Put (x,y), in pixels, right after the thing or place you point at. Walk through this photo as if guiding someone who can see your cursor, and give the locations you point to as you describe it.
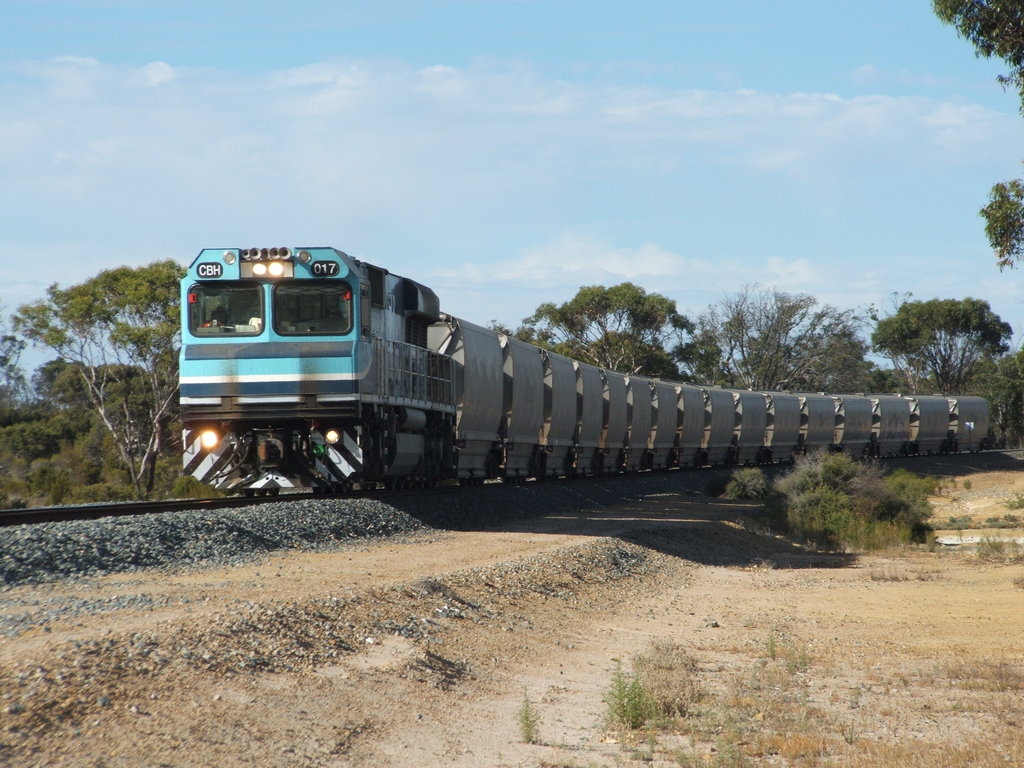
In this picture there is a blue train (458,479) running on track (220,497). In the front (566,647) bottom side there is a ground (336,684). Behind we can see some trees (104,440).
